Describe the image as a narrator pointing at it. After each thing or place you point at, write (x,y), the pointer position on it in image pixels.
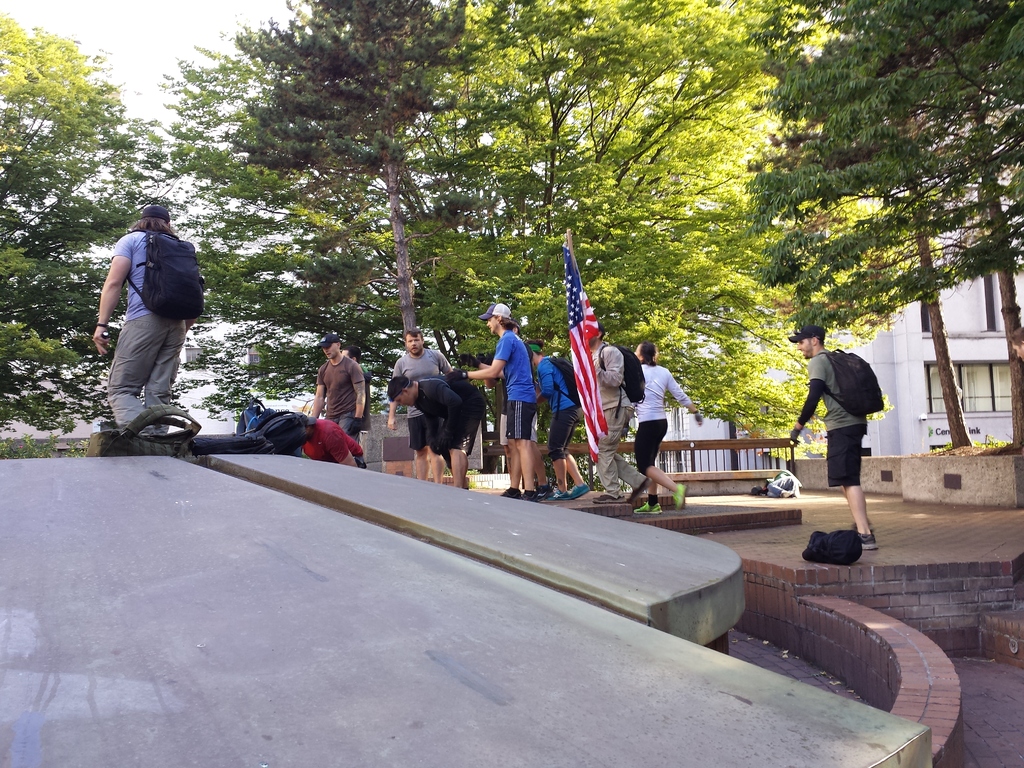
In this image there are a group of people (860,452) who are standing and some of them are wearing bags (573,373), and in the center (576,338) there is one pole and flag (595,333). And in the background (514,78) there are some trees (627,225) and houses (973,316), at the bottom (413,624) there is a walkway (928,554).
